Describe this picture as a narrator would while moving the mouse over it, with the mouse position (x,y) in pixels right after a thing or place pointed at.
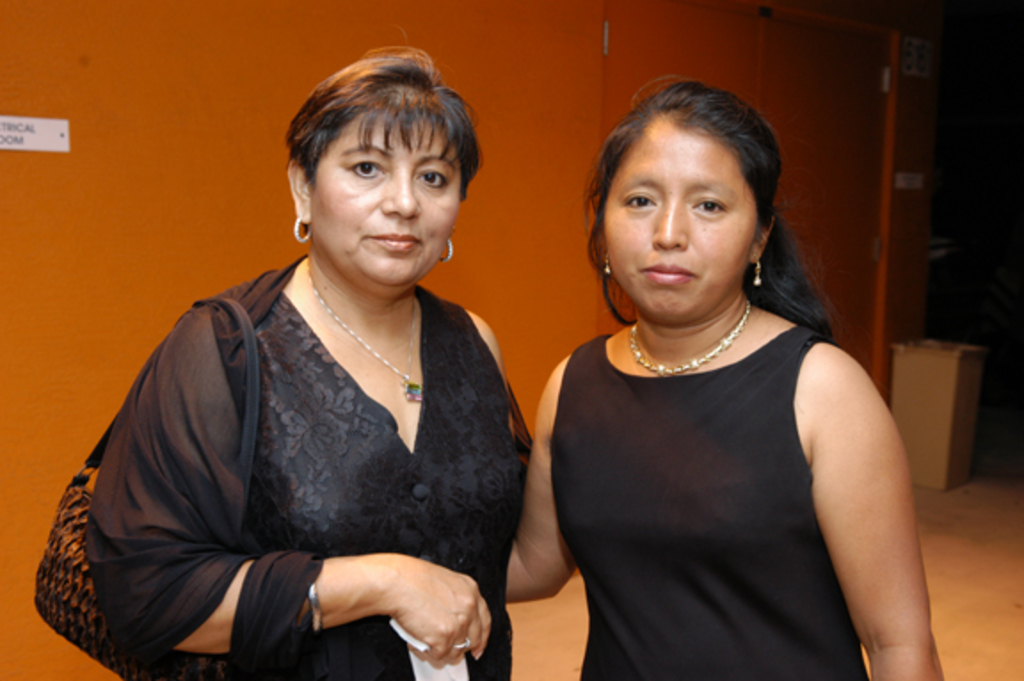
On the right (772,255) there is a woman (772,366) who is wearing earring (760,271), necklace (660,367) and black dress (706,462). Besides her there is another woman (440,444) who is wearing locket (420,391), earrings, black bag (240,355), dress (421,480) and she is holding a white color cloth (437,672). On the back (547,194) we can see orange color door (756,43) and wall (535,140). On the right (932,433) background (920,379) we can see dustbin (952,378).
